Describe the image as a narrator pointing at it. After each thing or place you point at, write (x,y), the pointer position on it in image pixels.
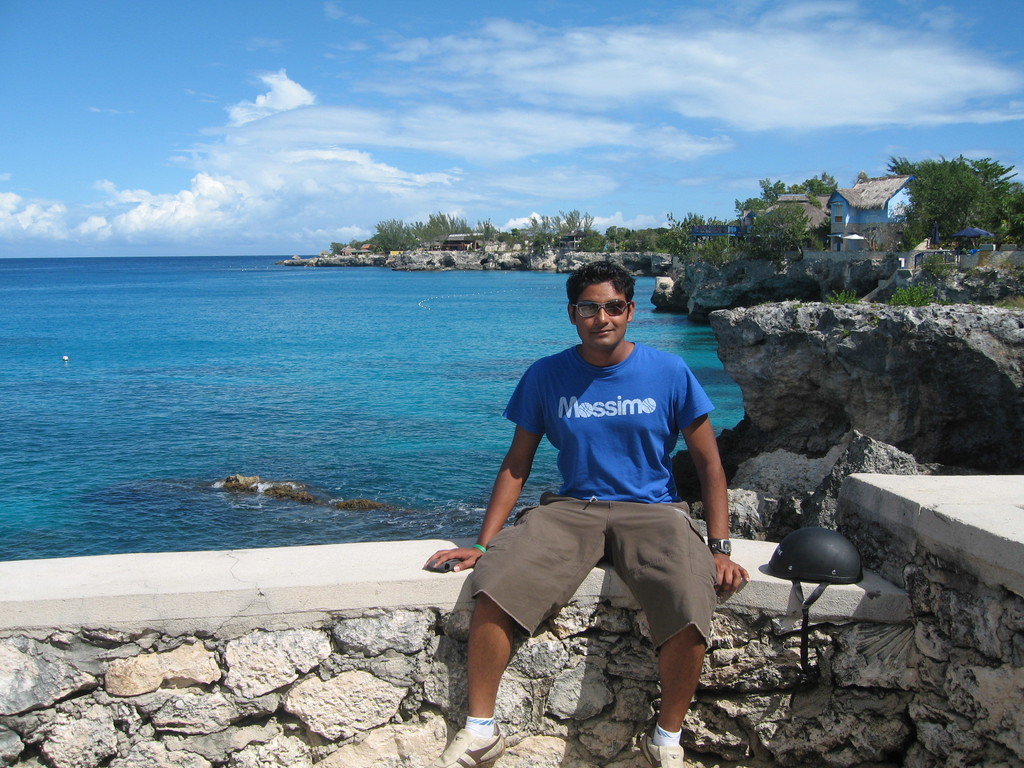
In this picture there is a person (653,459) wearing blue T-shirt (661,460) is sitting on a rock wall (752,577) and there is a black color helmet (799,576) beside him and there is water (305,297) behind him and there are few buildings (822,228) and trees (787,214) in the background (818,190).
